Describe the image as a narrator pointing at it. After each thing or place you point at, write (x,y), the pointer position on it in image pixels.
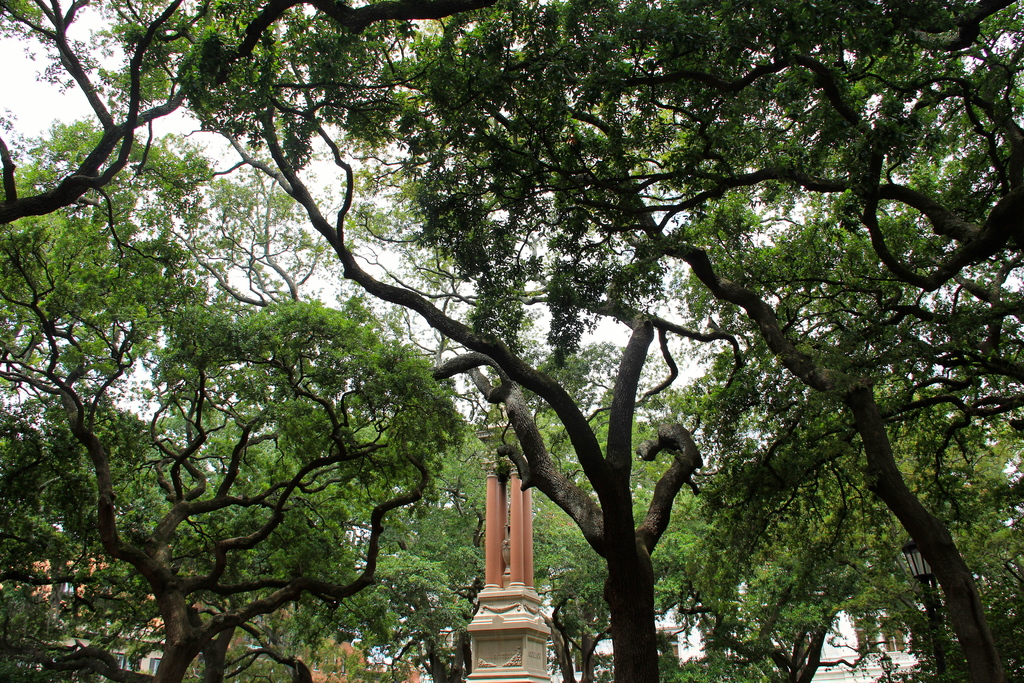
In the center of the image (495,437) a memorial (524,581) is there. In the background of the image (452,602) we can see trees (341,208), sky (236,152), buildings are there. On the right side of the image (917,560) light (927,579), pole (936,651) are there.
